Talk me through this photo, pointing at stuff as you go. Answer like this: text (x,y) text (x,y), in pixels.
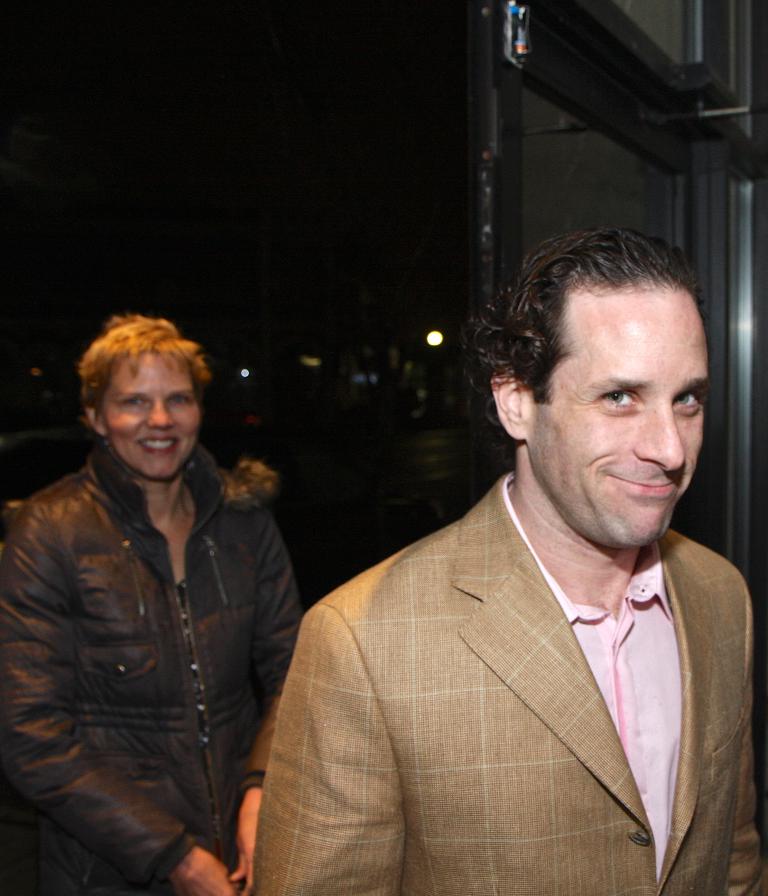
In this image there are two people (417,653) standing and smiling. In the background (523,175) there is a wall (520,150) and we can see lights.
